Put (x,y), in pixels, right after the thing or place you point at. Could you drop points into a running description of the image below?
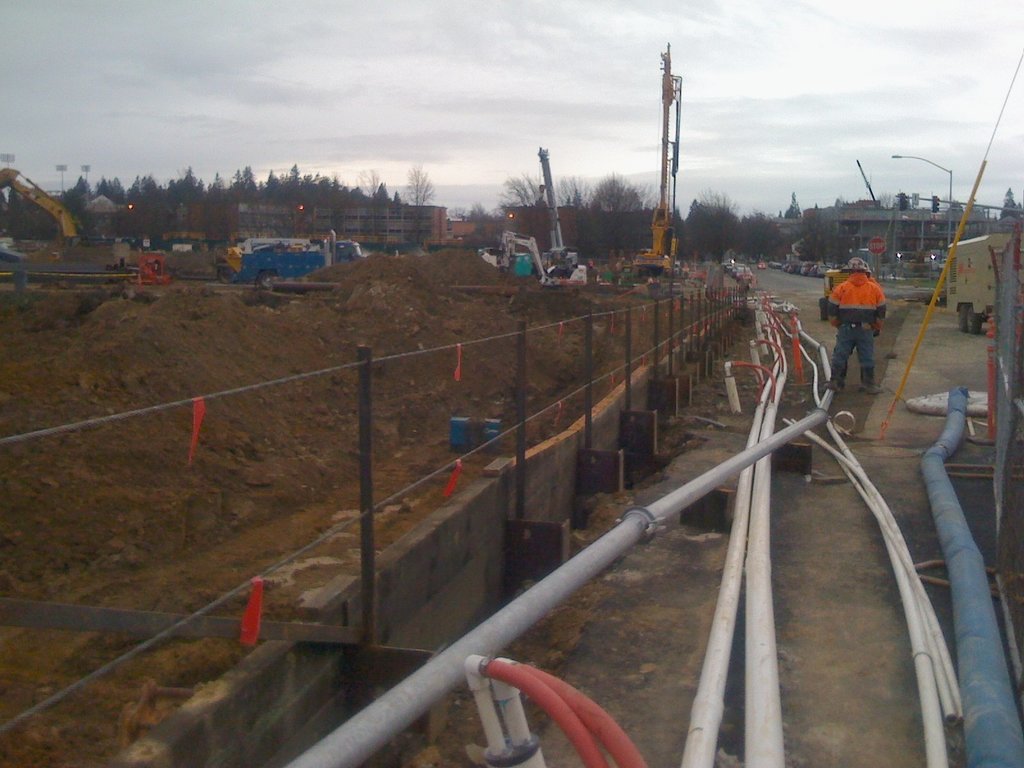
In this image at front (420,705) there are pipes (775,369). At the left side of the image (245,387) there is sand (323,381). At the back side (581,269) there are cranes (675,242). At the background (162,221) there are buildings (281,220), trees (291,179) and sky (425,44). At the right side of the image (872,315) there is a person (872,329) standing on the road (836,411).
